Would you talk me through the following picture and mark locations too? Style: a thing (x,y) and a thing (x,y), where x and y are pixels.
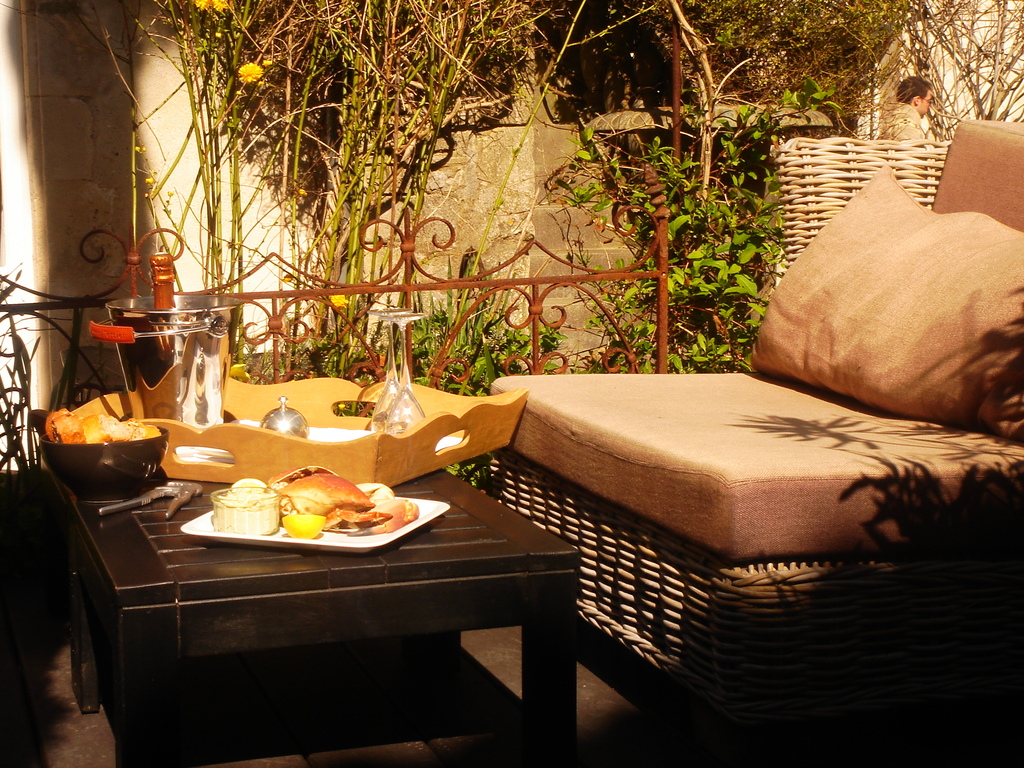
In this picture we can see a sofa chair (838,435) and a pillow (906,322) here, we can see a table (436,602) here, there is a tray (359,460) and a bowl (151,460) present on the table (362,563), we can see some food (339,511) here, in the background (550,330) there are some plants (677,188), we can see a person (902,124) here, there is a wall (527,185) here.
